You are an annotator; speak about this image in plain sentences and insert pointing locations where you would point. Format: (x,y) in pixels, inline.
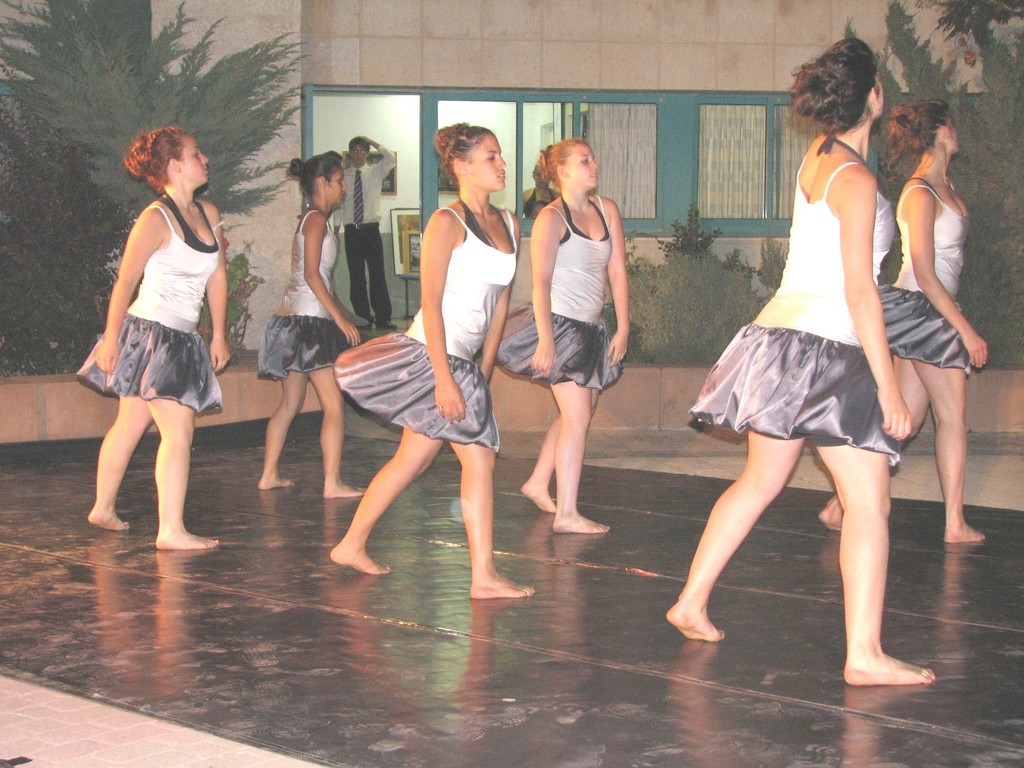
In the foreground of the picture (324,293) there are six women (693,408) dancing on the floor (255,708). On the left (96,205) there are trees (81,122). On the right (1014,278) there are trees (1005,194). In the background (662,277) there are plants (694,262) and a building (536,131). There are windows (563,133), curtain (744,159) and door (379,120) to a building (411,145). In the center of the background (411,244) there are frames (400,260) and man (371,226) standing.
